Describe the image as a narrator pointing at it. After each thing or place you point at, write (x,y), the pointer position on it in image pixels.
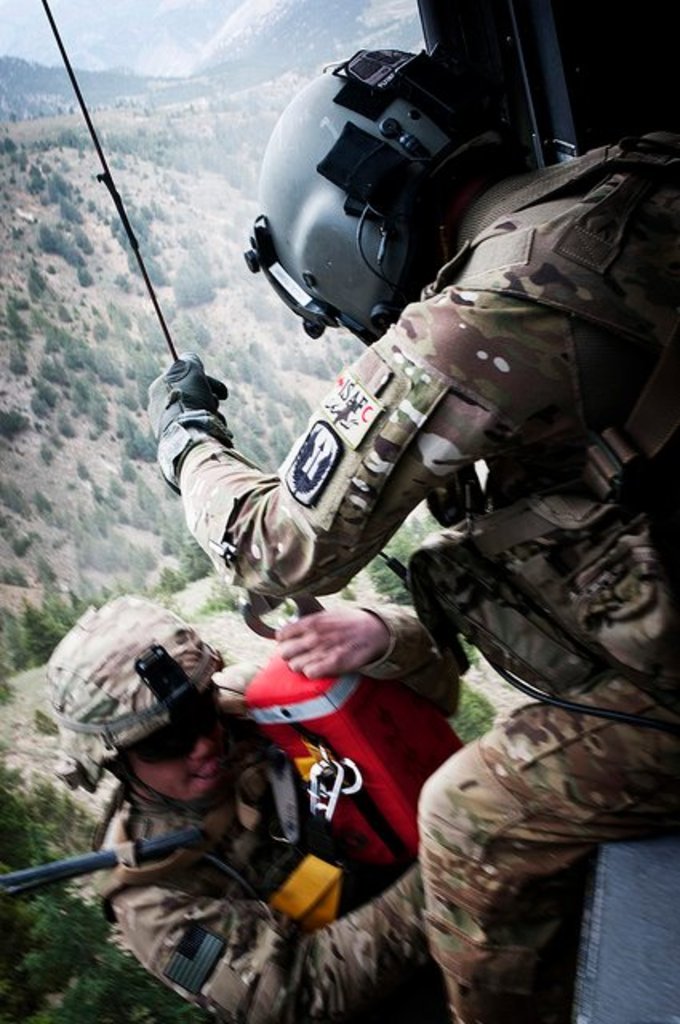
In this image in the foreground (260,743) there are persons (279,815) hoisting from the aircraft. In the background (180,284) there are trees (185,283) and there are mountains (227,79).
